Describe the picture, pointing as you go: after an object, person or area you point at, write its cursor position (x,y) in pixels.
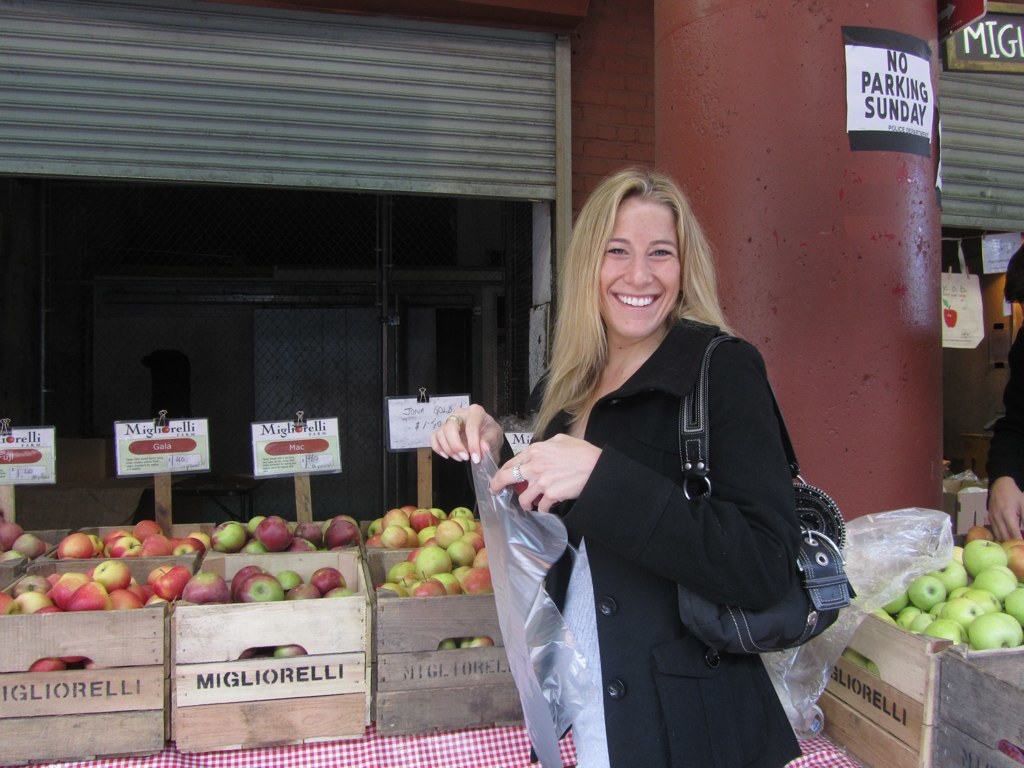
This image is clicked outside. There are fruits (334,546) in the middle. There is a person (532,456) standing in the middle (573,464). She is holding a cover (520,691). There are shops (405,281) in the middle (516,382).
